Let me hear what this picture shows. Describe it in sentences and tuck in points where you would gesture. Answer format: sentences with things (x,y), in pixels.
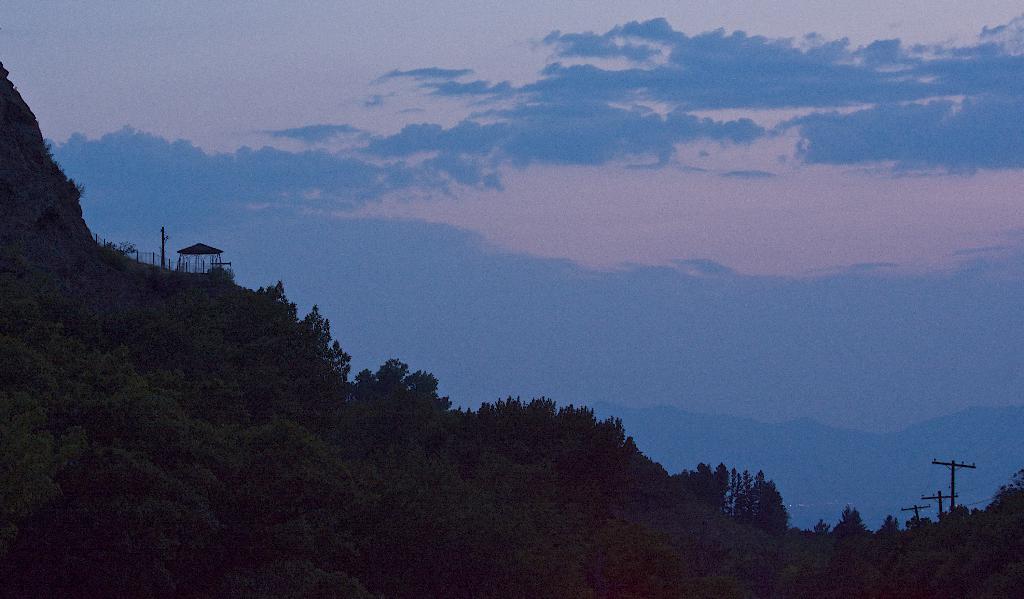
In this image we can see a group of trees (287,417), poles (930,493). In the background (771,418), we can see mountains (777,460) and the cloudy sky (505,293).
